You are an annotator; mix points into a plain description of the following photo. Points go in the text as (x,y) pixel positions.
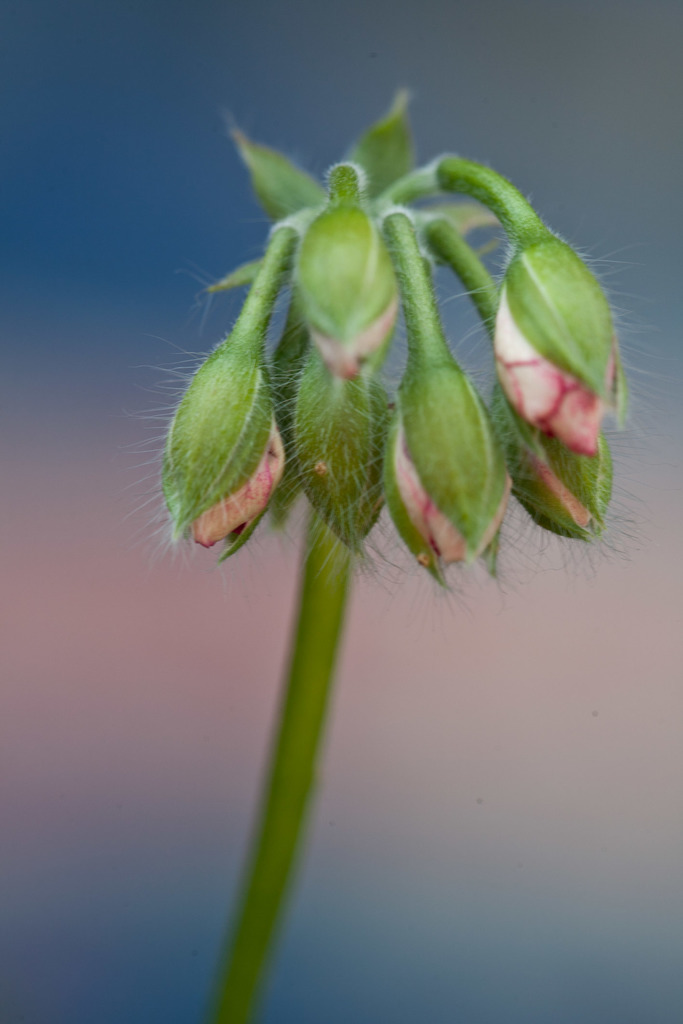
In the image there is plant (442,391) with many flower buds (352,400) to it, the background (540,898) is blurry.
